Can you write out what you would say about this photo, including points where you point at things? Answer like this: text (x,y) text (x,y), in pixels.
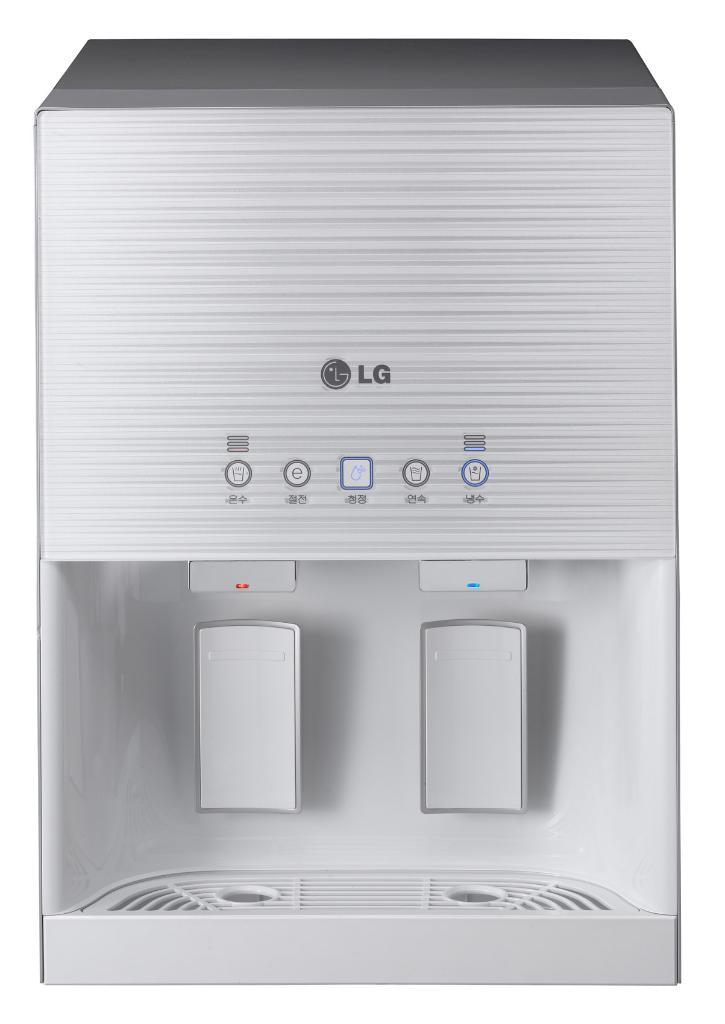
In this image there is a water purifier (292,466), there are buttons (478,465), there is text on the water purifier (372,437), the background of the image (37,28) is white in color.
